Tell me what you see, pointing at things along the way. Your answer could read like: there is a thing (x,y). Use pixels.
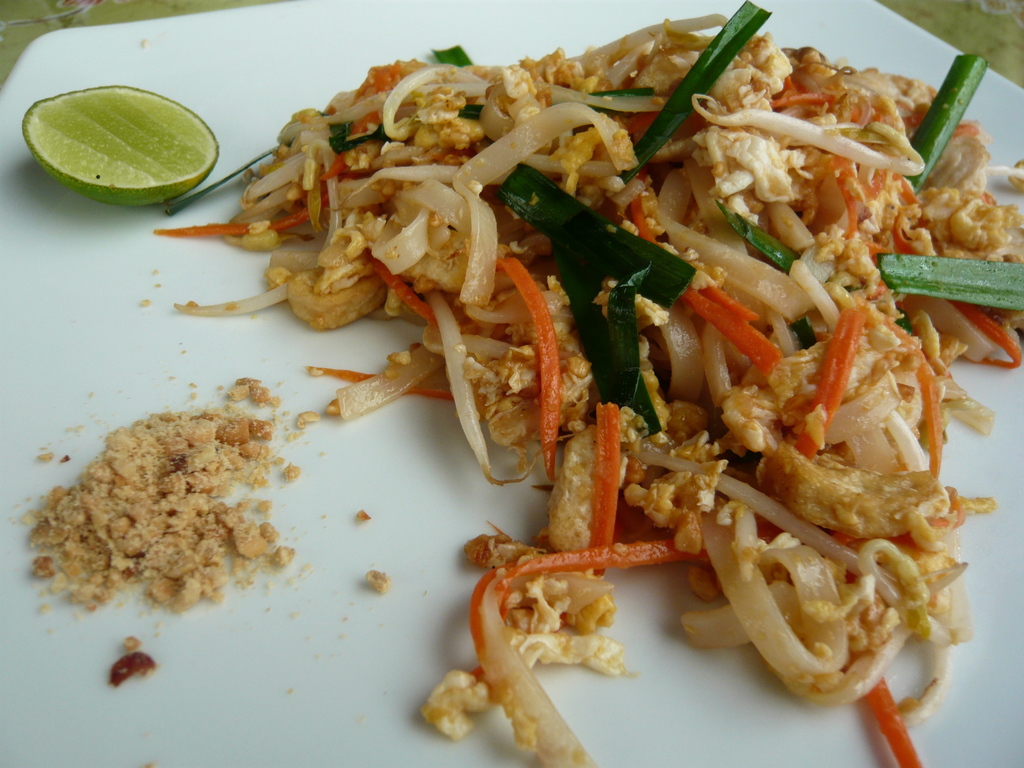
In this image we can see some food item (602,224) like noodles (570,412) which has carrot (637,217), leaves (671,276) there is lemon (178,142) also in the plate (388,6) which is of white color.
